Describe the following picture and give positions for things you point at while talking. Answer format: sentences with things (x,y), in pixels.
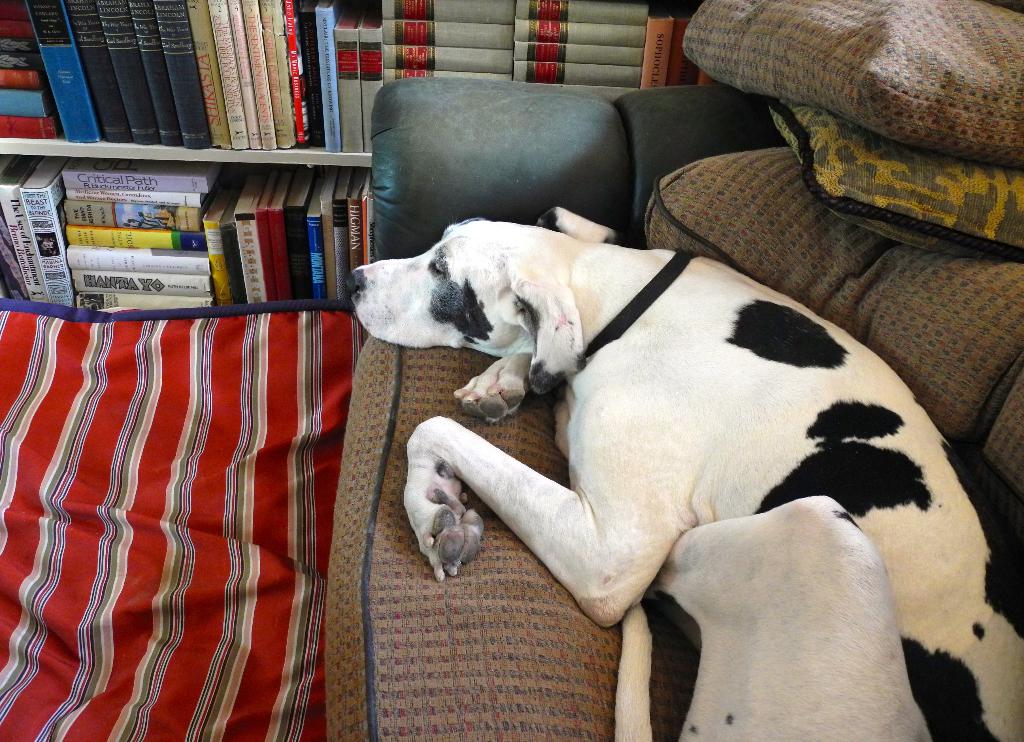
In this image, we can see a dog (624,457) lying on the sofa (484,585) and in the background (268,144), there are cushions (842,106), books (210,133) in the shelf (195,160) and there is a bed sheet (221,440).
